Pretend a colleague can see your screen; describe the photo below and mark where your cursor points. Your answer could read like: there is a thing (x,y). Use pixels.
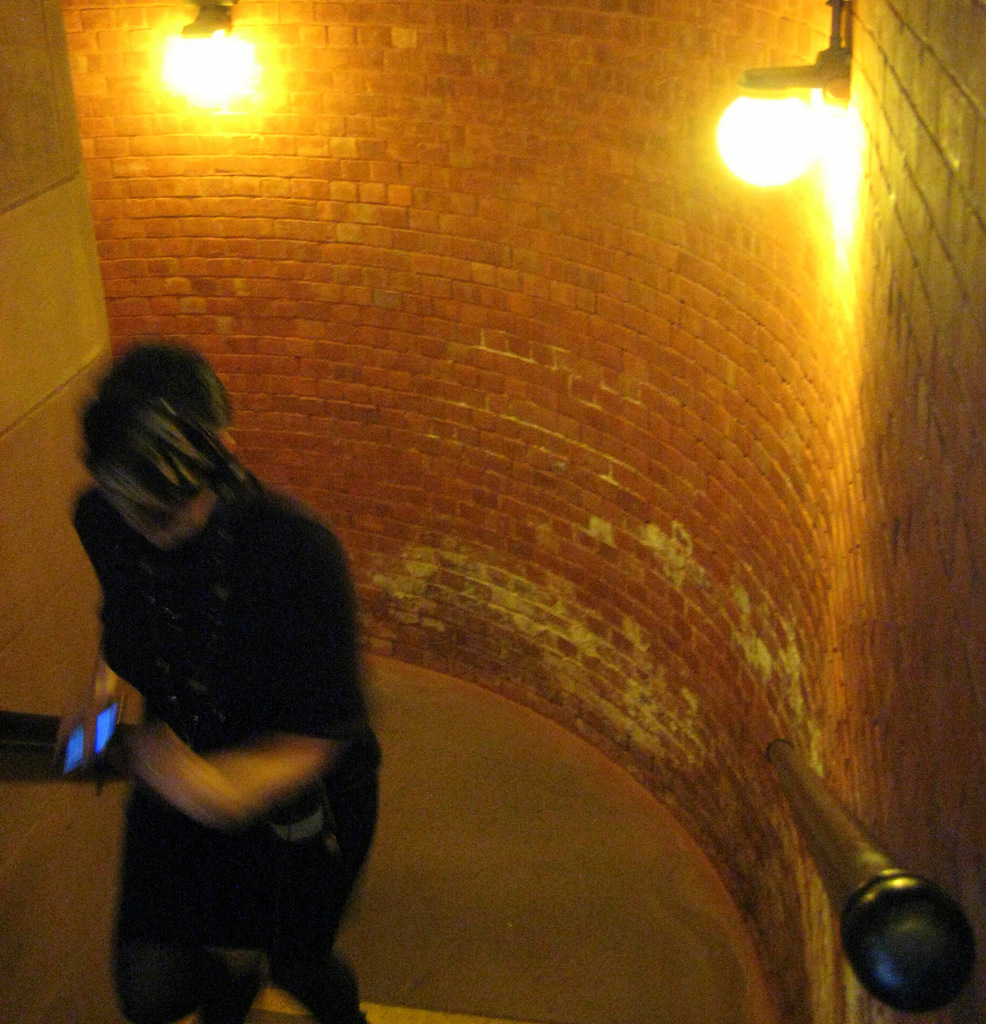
In this image in the front (255,668) there is a person (211,726) holding a mobile phone (98,724) in hand (92,737) and on the right side (754,155) there is a railing (842,828) and there are lights (201,16) on the wall (391,103). On the left side (29,749) there is an object (23,733) which is black in colour and there is a wall (49,457).
